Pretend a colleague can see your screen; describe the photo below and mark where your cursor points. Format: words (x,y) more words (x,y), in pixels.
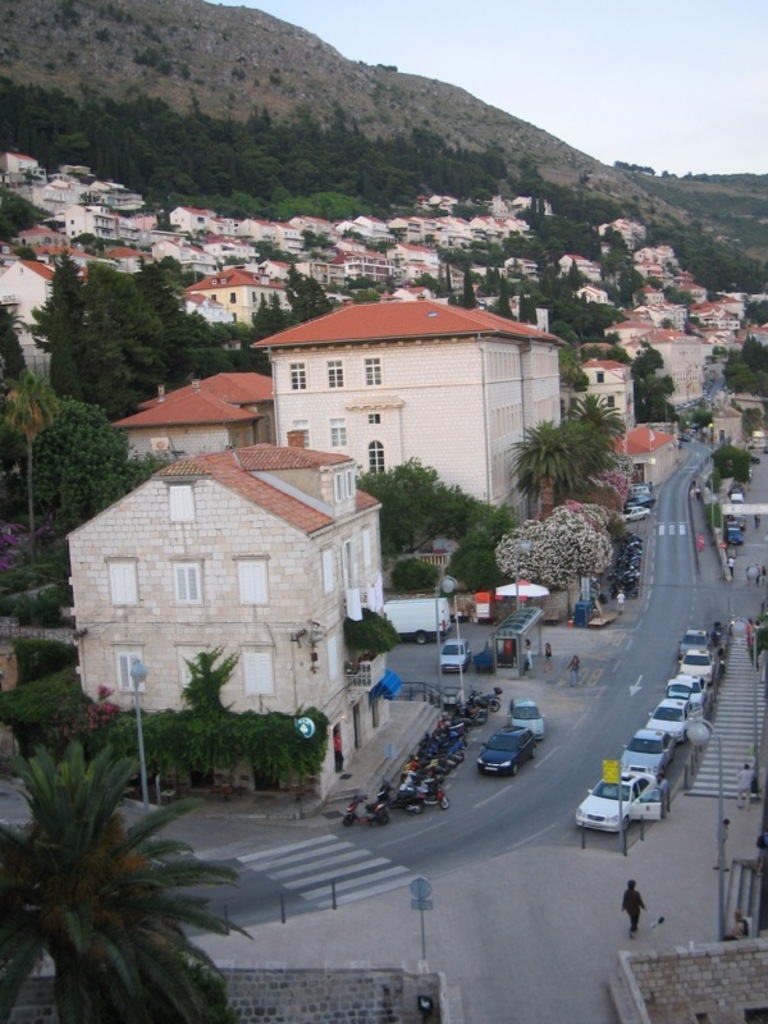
In this picture I can observe a road (420,827). There are some vehicles (478,764) parked on the road (547,788). I can observe some poles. There are some trees (577,317) and buildings (342,313). In the background (334,91) there are hills (482,134) and a sky (564,78).
